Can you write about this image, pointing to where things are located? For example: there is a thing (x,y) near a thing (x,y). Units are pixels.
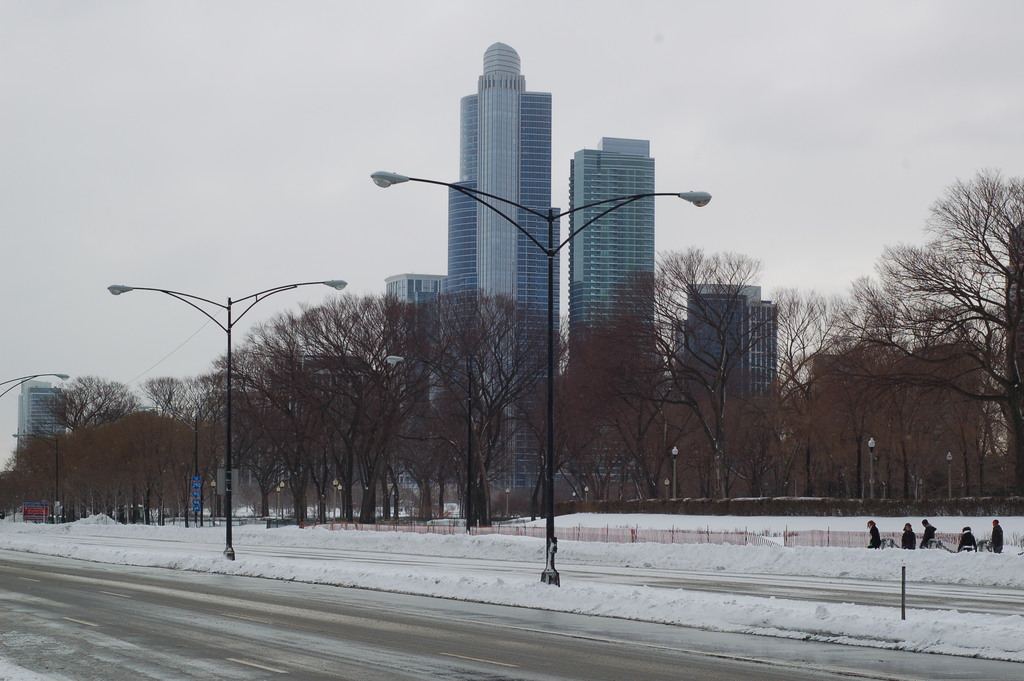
In the foreground of this image (551,375), there are street lights (549,359) placed side to the road (380,604). In the background (515,408), there are buildings (604,298), trees (373,428), persons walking on the snow (939,555) and the sky (765,137).
